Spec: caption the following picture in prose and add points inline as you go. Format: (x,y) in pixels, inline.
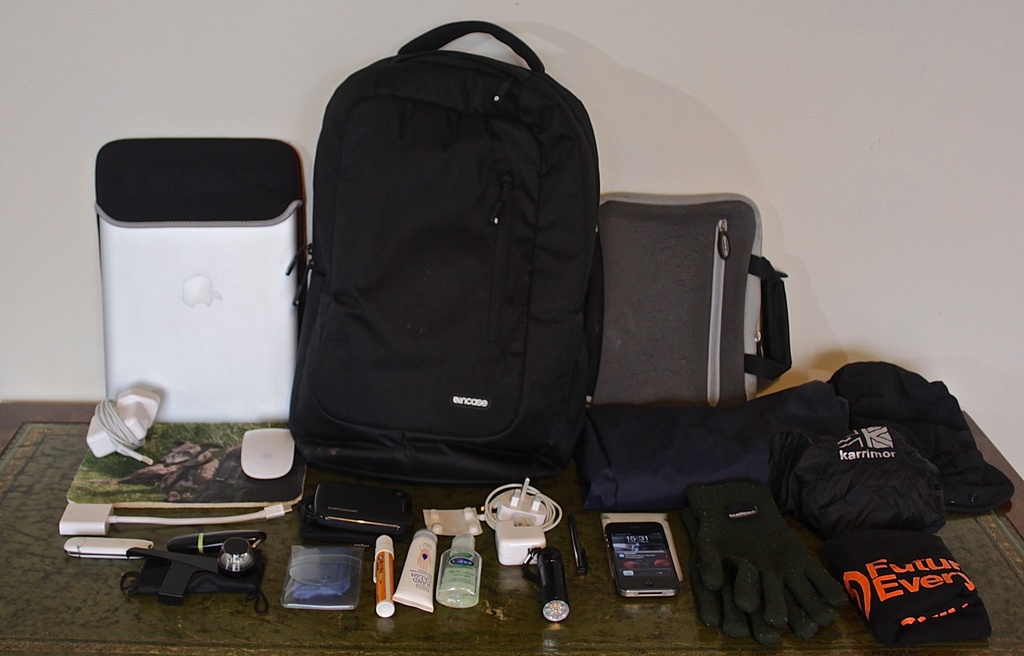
In this picture we can see some baggage (575,341), clothing (592,450), gloves (725,536), mobile (608,540), cables (501,553) and some beauty product (465,594) on the table (274,549).
